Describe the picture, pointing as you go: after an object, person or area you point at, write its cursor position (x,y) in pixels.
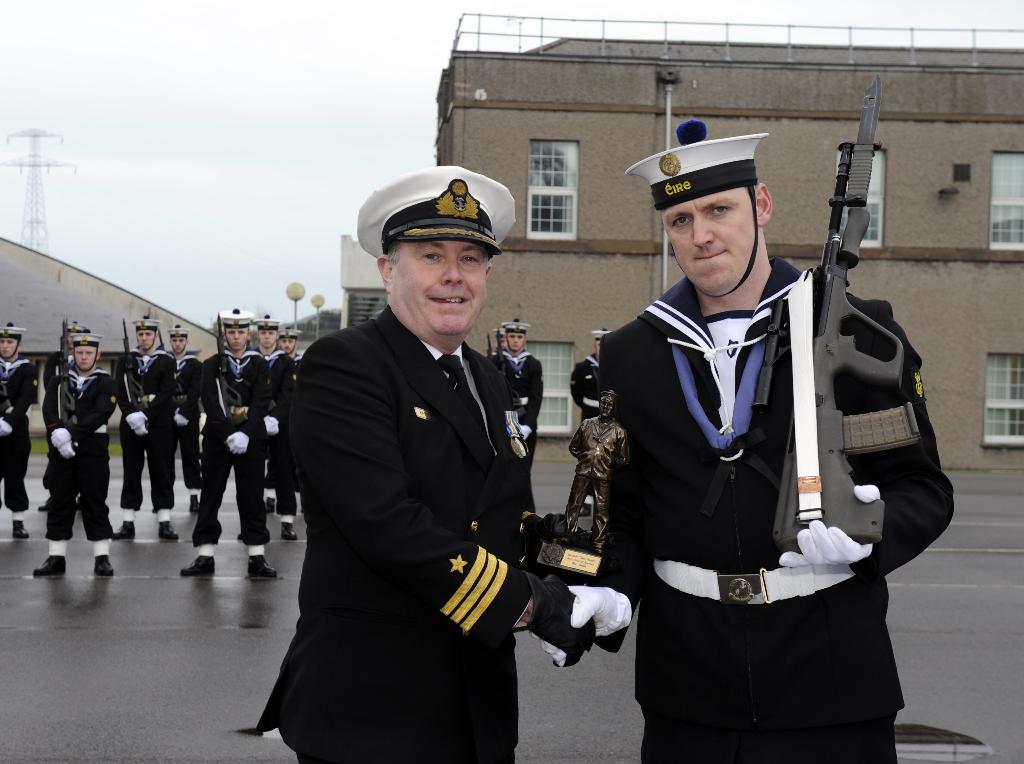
This image is clicked on the road (163,642). There are people (154,401) standing on the road (161,628). In the foreground (699,682) there are two men (529,513) standing. They are holding a sculpture (579,549) in their hand (568,597). The man (620,540) to the right (829,452) is holding a gun (830,435) in his hand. In the background (566,431) there are buildings (560,121) and street light poles (298,298). At the top (227,144) there is the sky (232,146).
